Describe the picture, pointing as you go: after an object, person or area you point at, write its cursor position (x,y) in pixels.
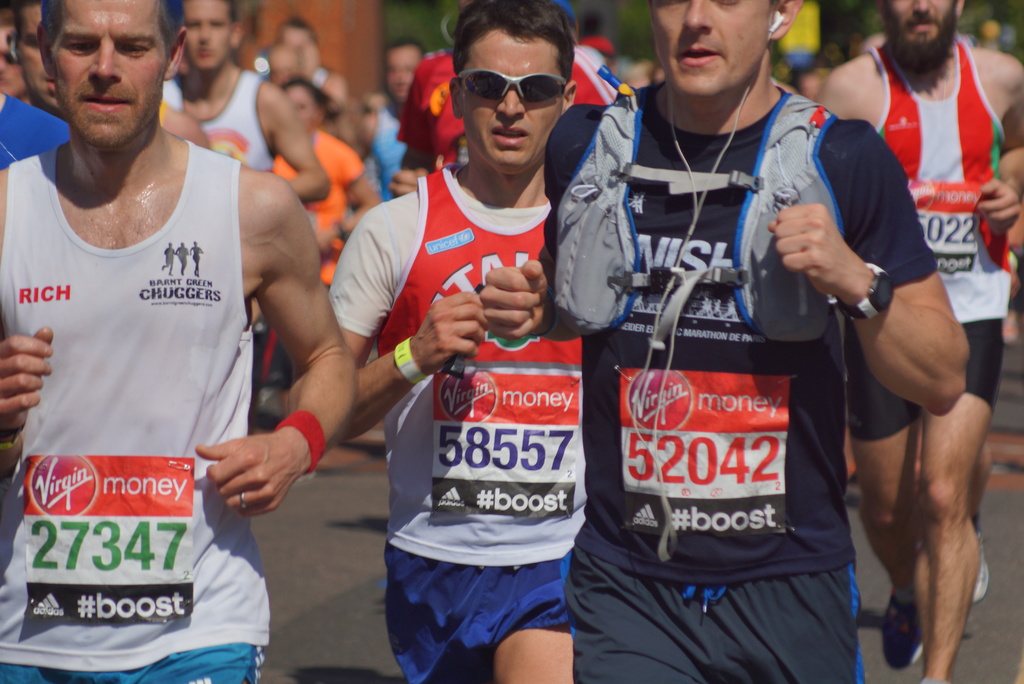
There are many people (279,160) running. Person (697,147) on the right (731,268) is wearing a watch (881,288) and a headphones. Also he is having a jacket (742,217). Middle person (430,234) is wearing a goggles (541,92) and a wrist band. They are having chest numbers (185,460).
